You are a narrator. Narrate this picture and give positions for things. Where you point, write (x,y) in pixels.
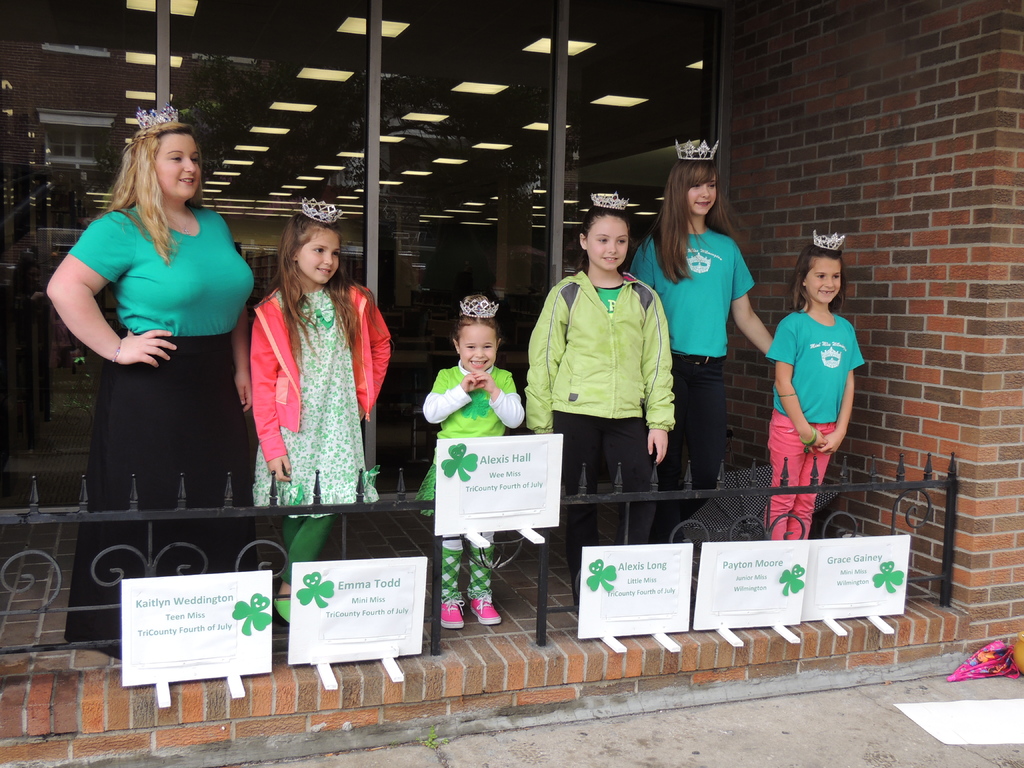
In this image I can see the group of people (262,316) with different color dresses (319,357) and these people (354,337) are wearing the crowns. In-front of these people (229,457) I can see the railing (138,514) and the boards (300,589). To the right (926,303) I can see the brick wall (908,261). In the background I can see the lights (236,146) at the top (480,204).
